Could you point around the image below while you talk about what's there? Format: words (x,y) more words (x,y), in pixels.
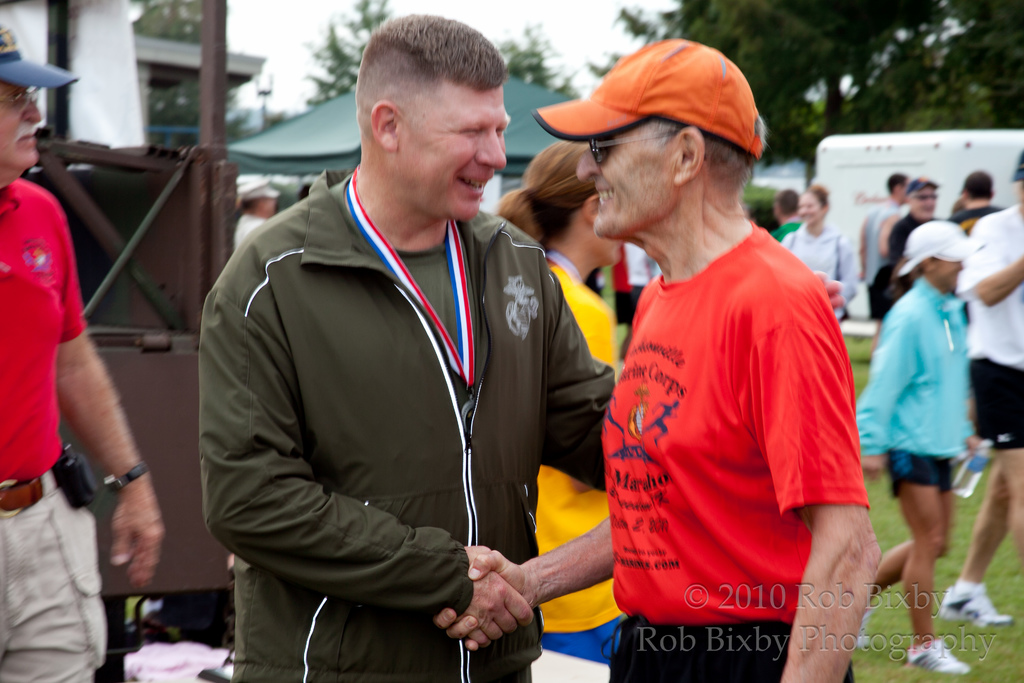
In this picture there is a old man (679,339) wearing red color t-shirt (689,390), standing and shaking hands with the beside person (365,405) wearing green color hoodie (367,390). Behind we can see the green color tent (242,161) and some persons (1012,328) standing in the ground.
